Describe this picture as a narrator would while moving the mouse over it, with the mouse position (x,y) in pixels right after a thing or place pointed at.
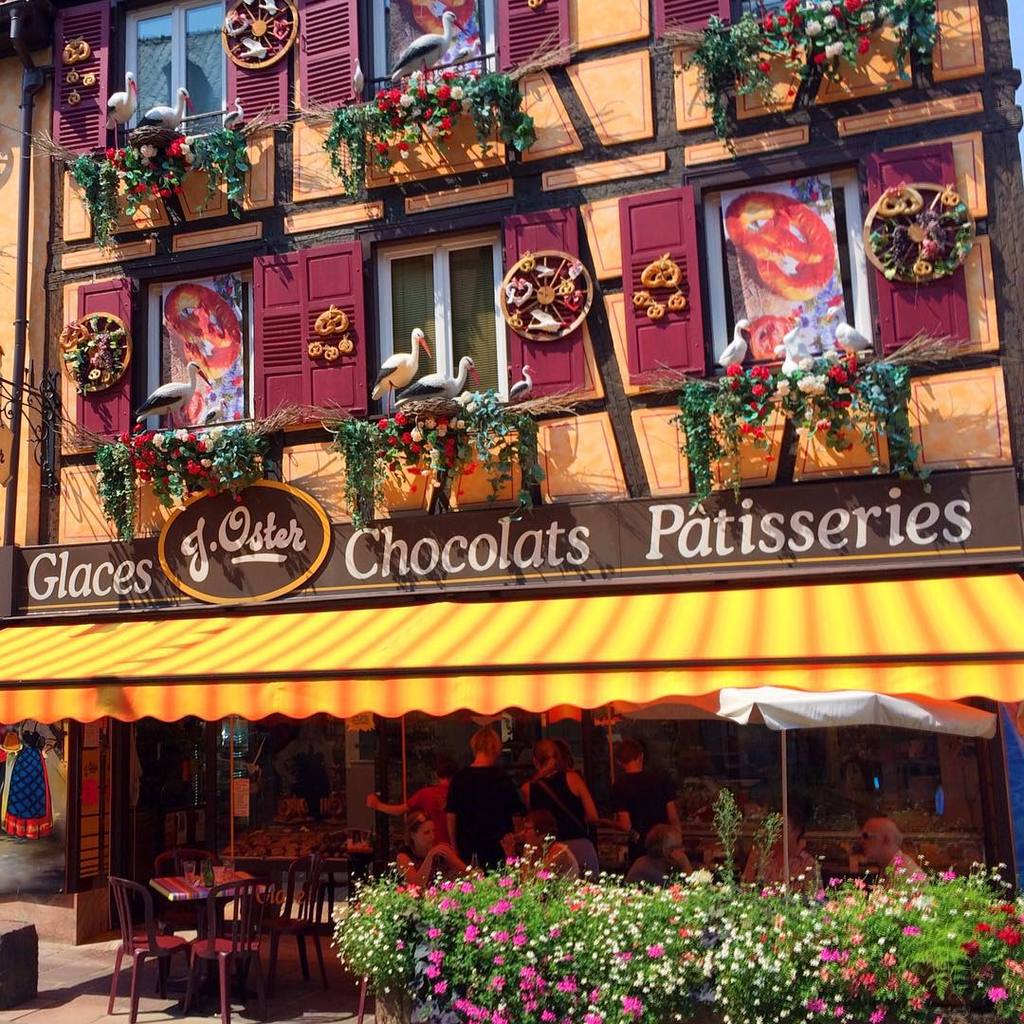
In this image there is a building (477,281) with plants (349,141), depictions (151,118) of storks and few other birds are decorated on the wall (578,420), in front of the building (472,520) there is a canopy (437,618), beneath the canopy (481,613) there are a few tables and chairs (353,855) are arranged and few people (465,837) are sitting in front of the stall (311,831), there are plants (768,931) and flowers (657,924), on the left side of the image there are a few clothes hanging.
